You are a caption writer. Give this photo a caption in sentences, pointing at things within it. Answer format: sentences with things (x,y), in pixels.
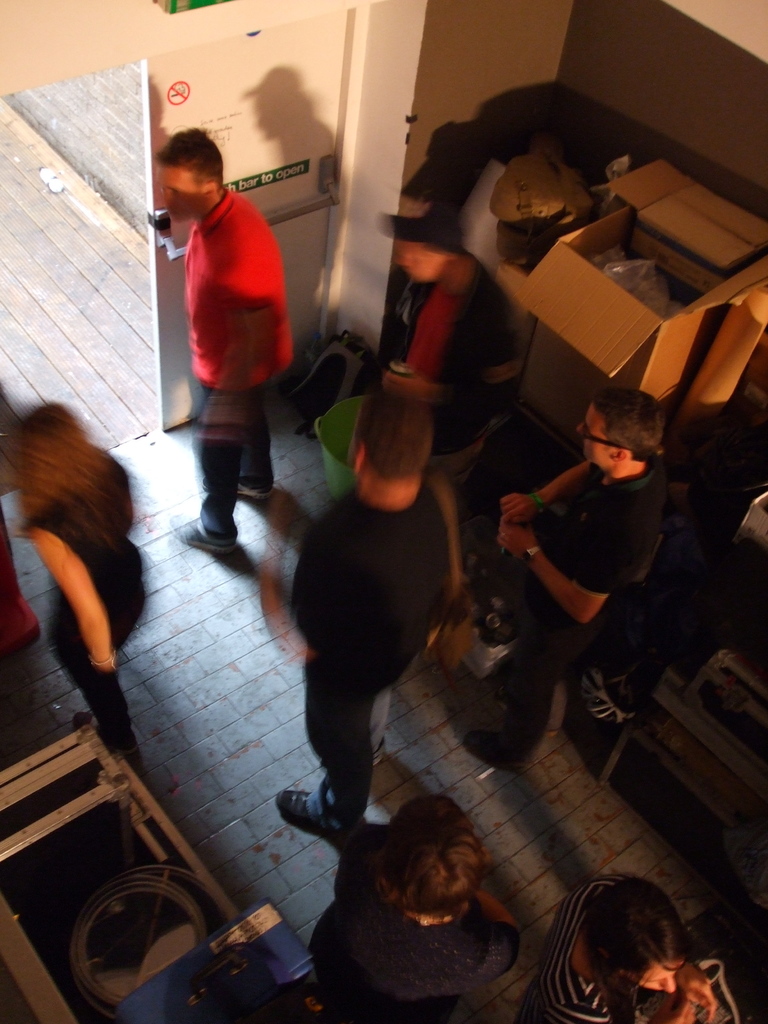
In this image we can see this part is blurred, where we can see these people (299,605) are walking on the floor (8,694), here we can see some objects (746,473), cardboard box (642,345), backpack (363,374), dustbin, door (226,118) and the road (8,263).
